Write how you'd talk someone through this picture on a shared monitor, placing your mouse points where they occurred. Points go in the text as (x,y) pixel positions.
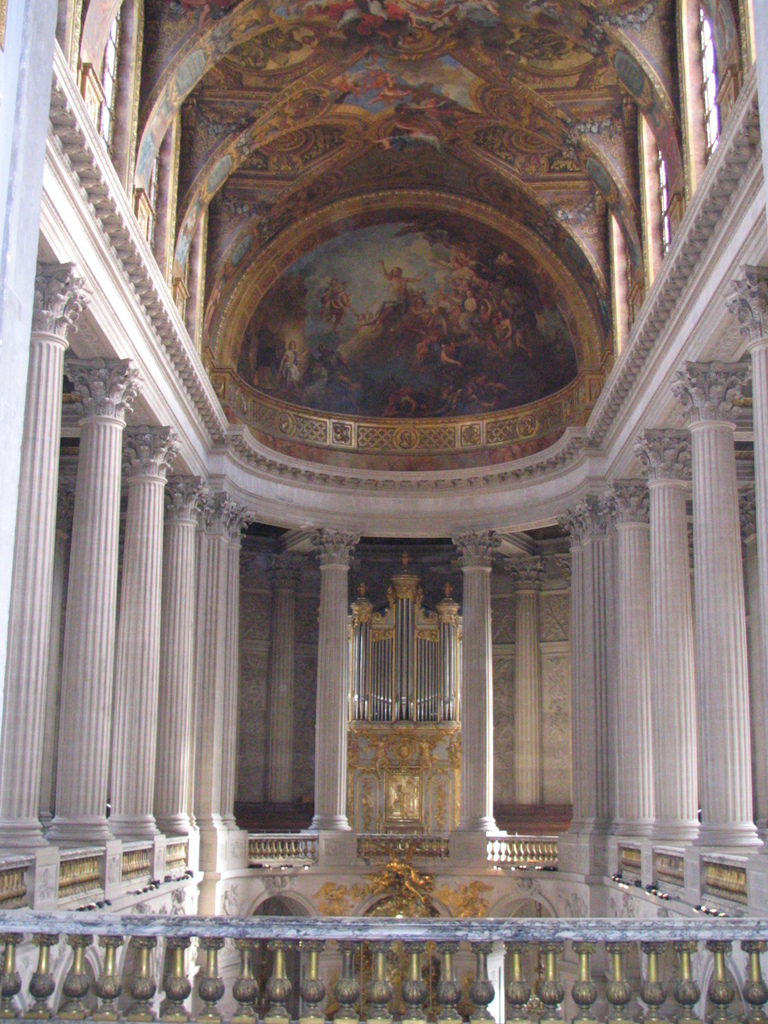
This is the inside view of a building (310,591). On the sides there are pillars (520,761). On the ceiling (377,212) there are paintings (439,91). In the front (204,934) there is a railing (482,940).
